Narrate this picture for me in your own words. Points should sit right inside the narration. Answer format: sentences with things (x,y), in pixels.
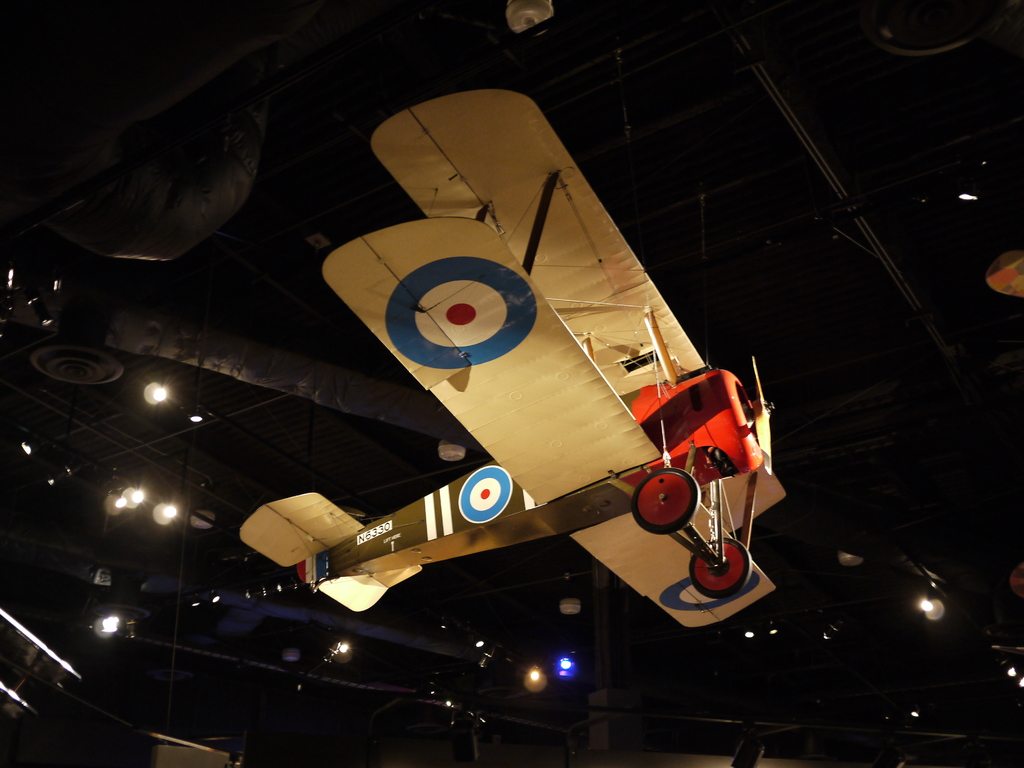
In this picture, we can see a toy aircraft (718,557) hanging and we can see the roof (747,15) with some light (177,506), rods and some objects (108,371) attached to it.
